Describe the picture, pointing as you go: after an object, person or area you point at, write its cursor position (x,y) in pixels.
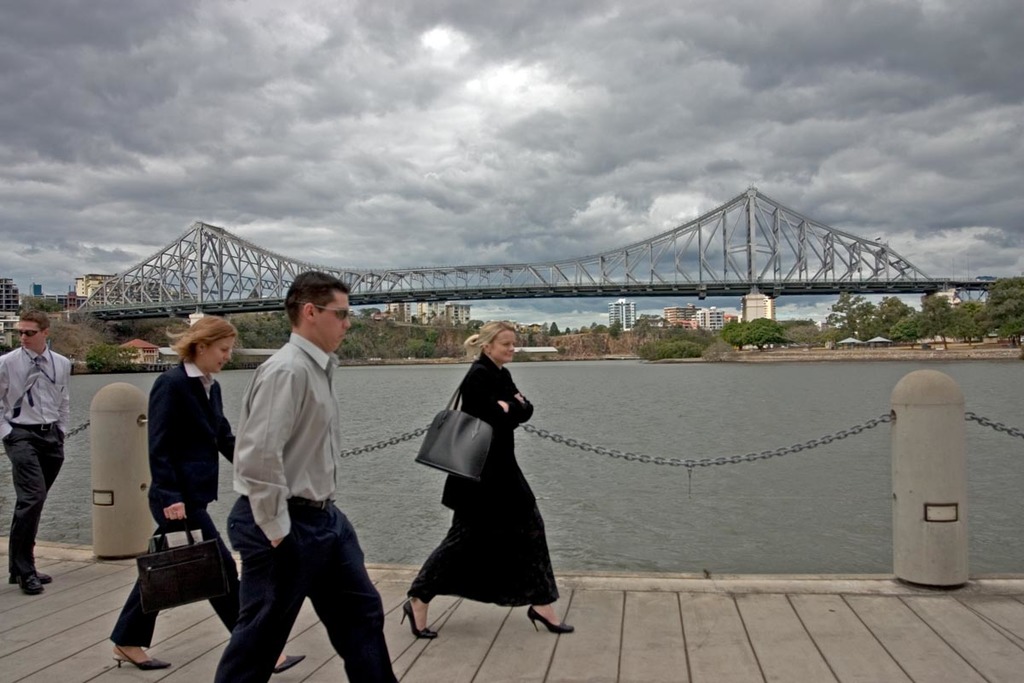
In this image there is a path (746,596) on that path (913,617) two women (427,571) and two men (344,526) are walking, behind the path (580,611) there is a river (887,378), across the river (890,378) there is a bridge (729,280), in the background (1012,267) there are trees (845,309), buildings (424,314) and a cloudy sky (593,150).
